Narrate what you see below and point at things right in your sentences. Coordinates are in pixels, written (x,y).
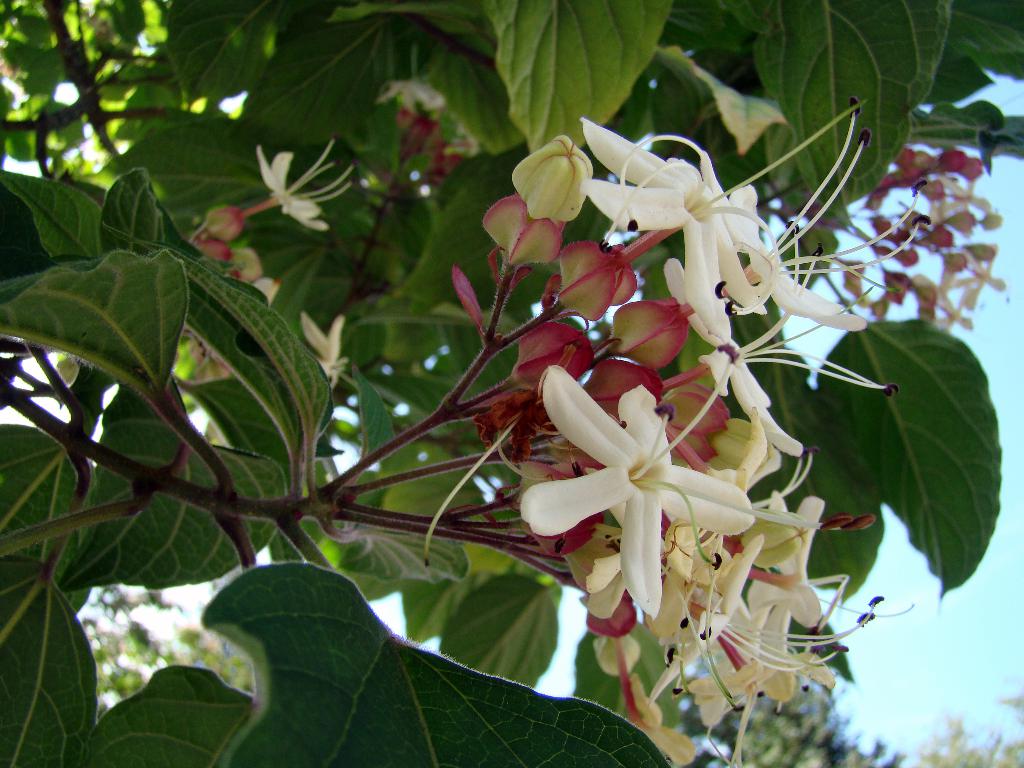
In this picture I can observe white and red color flowers (649,413) to the tree (347,484). I can observe some flower buds (701,394). In the background (418,622) there are some trees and a sky (914,622).
